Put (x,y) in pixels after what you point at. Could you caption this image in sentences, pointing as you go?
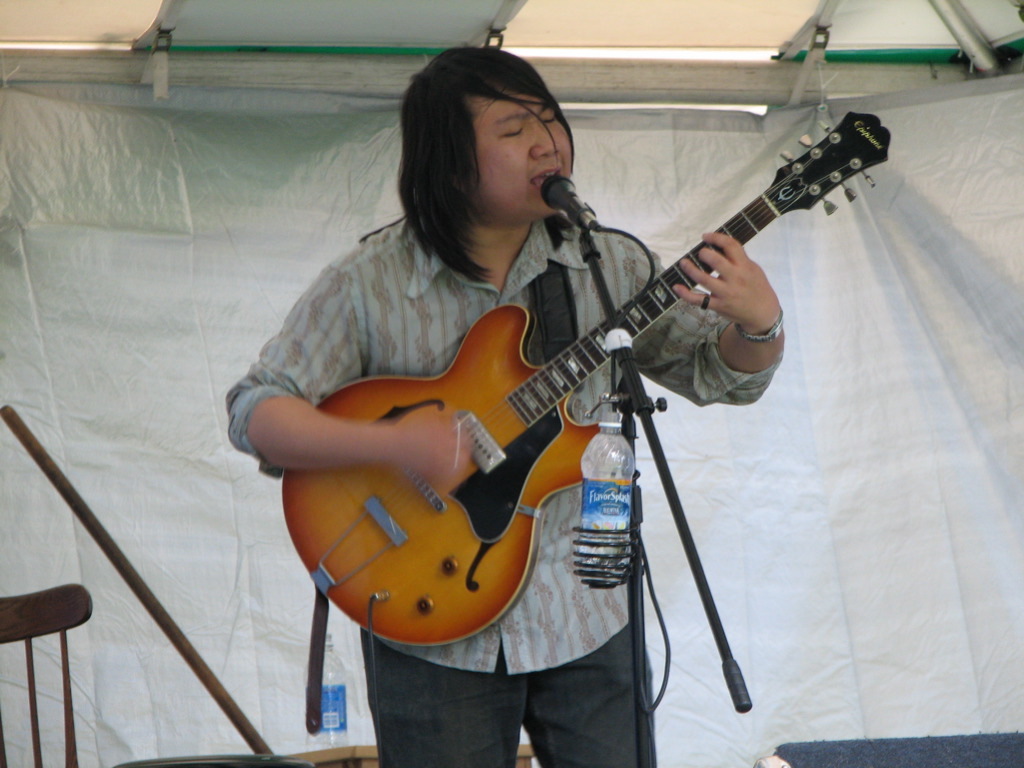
In this picture we can see man (535,123) standing playing guitar (367,517) with his hand (729,296) and singing on mic (549,182) and for mic stand (632,589) there is bottle (603,451) and in background (267,160) we can see white color cloth (128,357), stick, chair (36,593).
